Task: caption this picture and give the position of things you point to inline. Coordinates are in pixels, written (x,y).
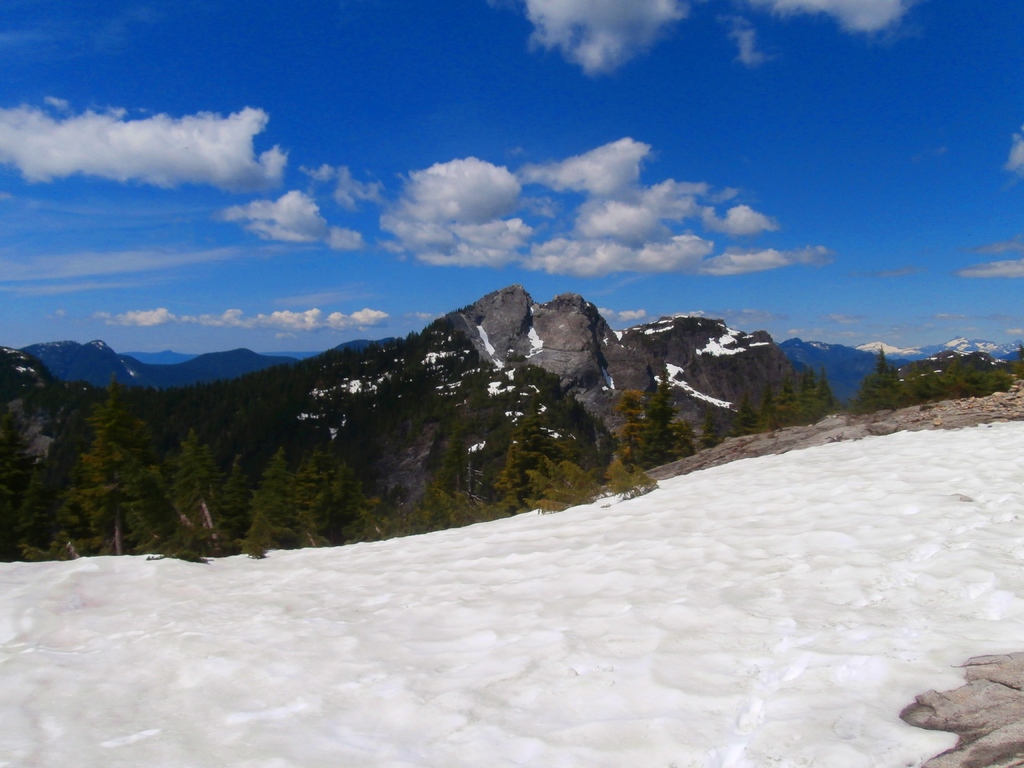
In the image we can see there is a ground (496,667) which is covered with snow (432,599) and there are lot of trees (521,424) at the back (86,463) and behind there are mountains (483,324).
